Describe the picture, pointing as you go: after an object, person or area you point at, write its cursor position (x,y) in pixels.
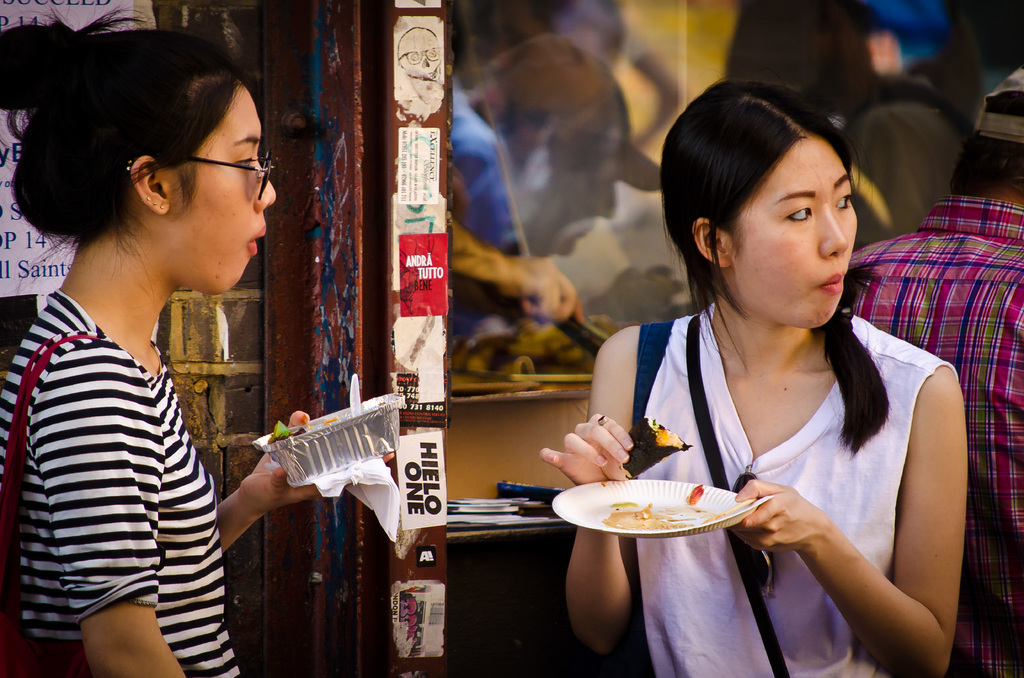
In this image there are two ladies (215,528) eating food item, holding plates (625,500) in their hands (587,481), on the right side (973,352) there is a man (1023,525) standing, in the background (366,334) there is a wall (377,156).
